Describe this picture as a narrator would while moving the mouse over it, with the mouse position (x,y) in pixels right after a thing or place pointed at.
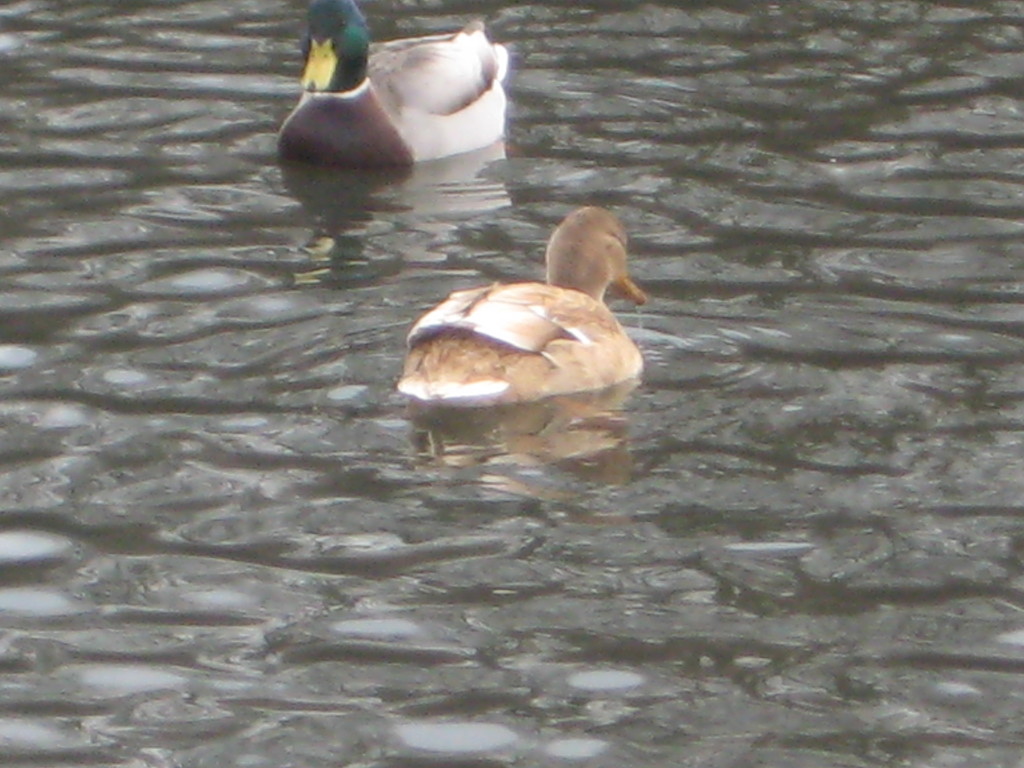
In this picture I can see two ducks (431,321) in the water (291,311).
